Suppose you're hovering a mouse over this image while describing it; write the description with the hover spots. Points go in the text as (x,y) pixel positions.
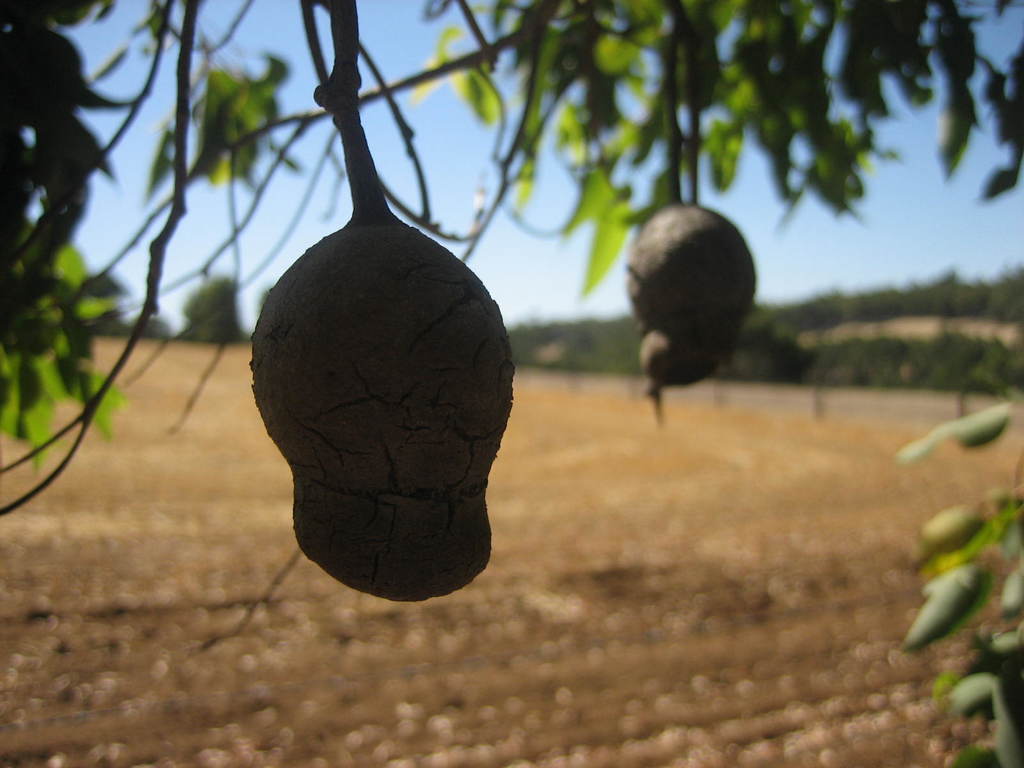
In the picture it seems like a fruit (632,257) or a vegetable (681,286) to a tree (728,67) and the background of the tree (694,115) is blur.
